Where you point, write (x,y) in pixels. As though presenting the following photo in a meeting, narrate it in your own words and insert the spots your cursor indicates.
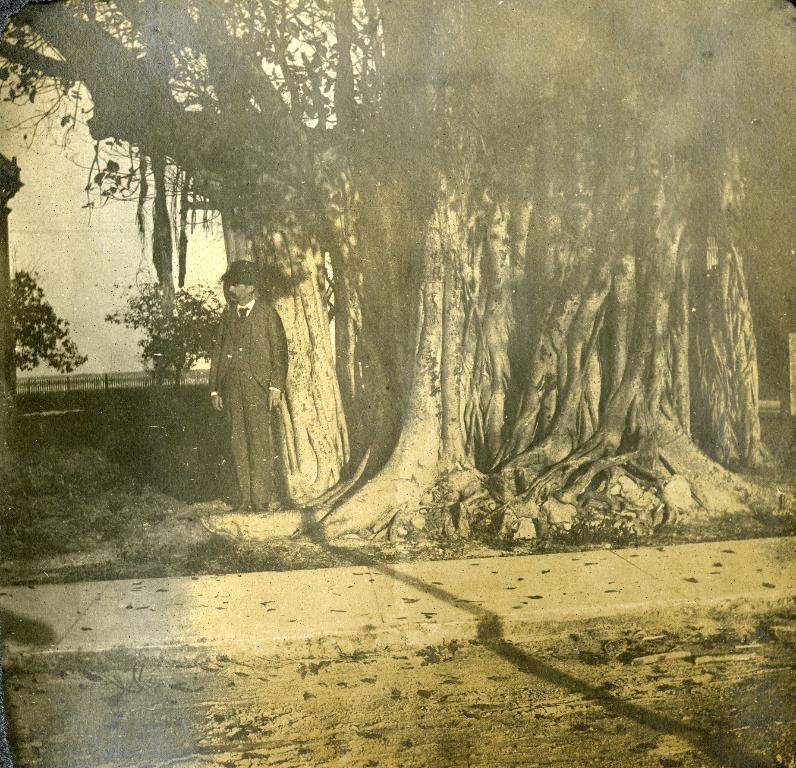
This is a black and White image in this image there is one person (270,377) standing and there are some trees (146,153), and in the background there is a railing (137,388). At the bottom (247,602) there is a walkway (484,618) and some dry leaves (655,642).
